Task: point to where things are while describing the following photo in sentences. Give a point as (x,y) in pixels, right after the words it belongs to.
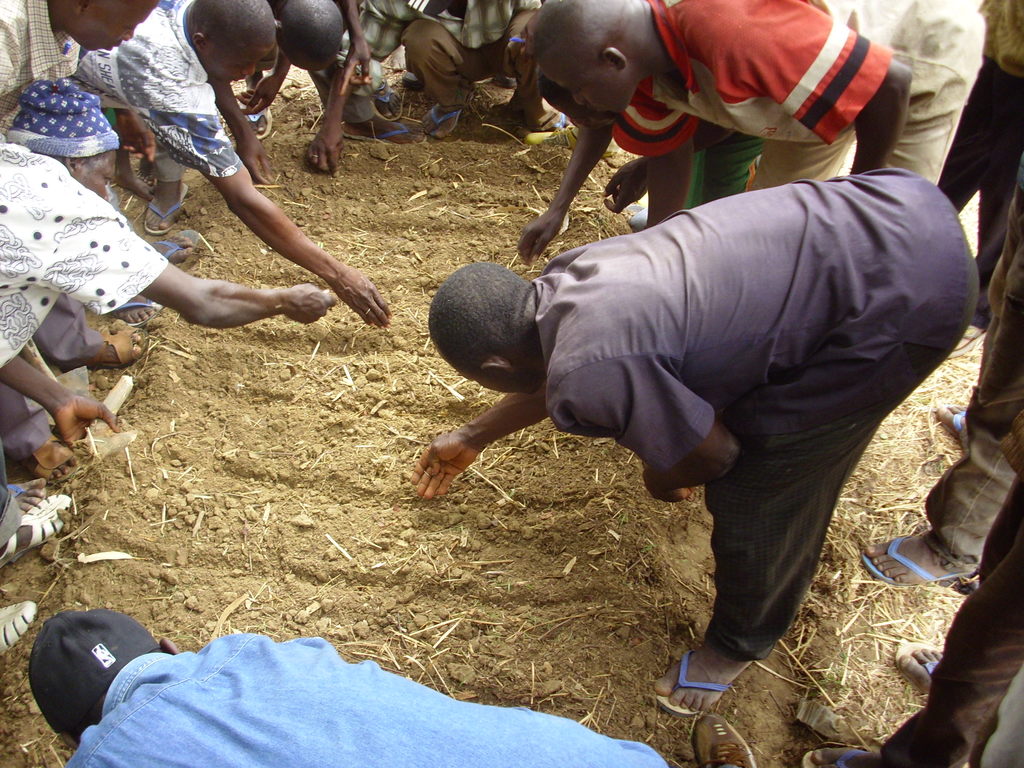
In this image I can see there are crowd of people (521,33) visible on the ground (402,451).
